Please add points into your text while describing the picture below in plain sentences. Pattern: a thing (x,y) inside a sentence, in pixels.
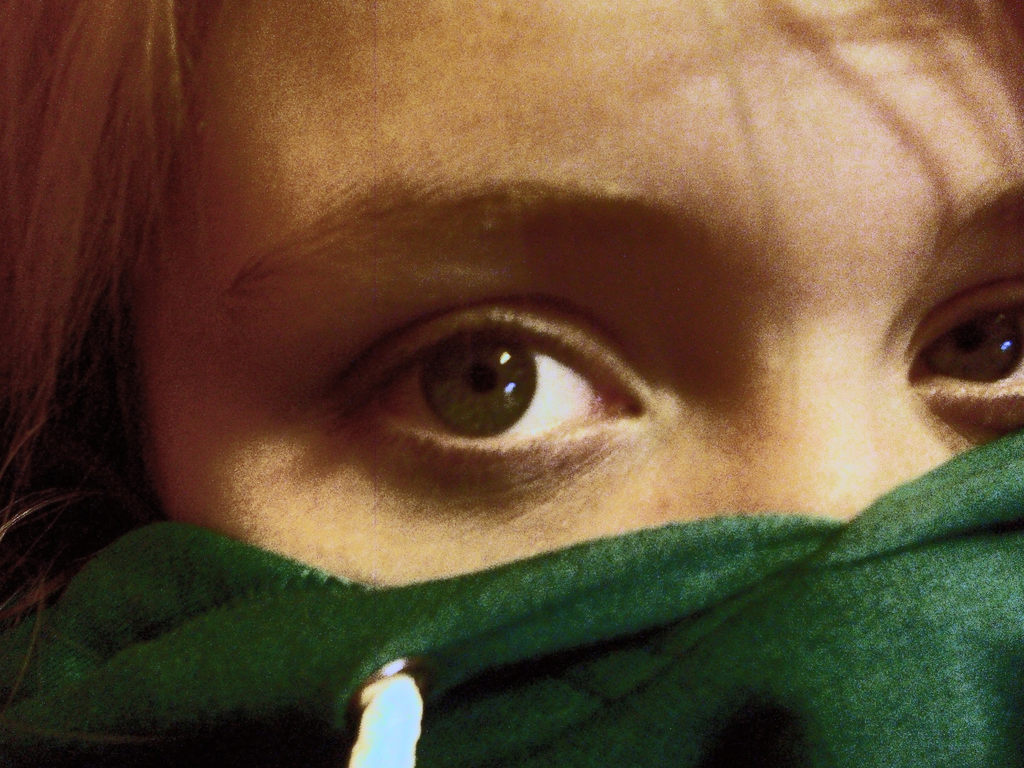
In this image I can see a person (600,300) is having a mask (704,623) on face (523,427). This image is taken may be during night.
